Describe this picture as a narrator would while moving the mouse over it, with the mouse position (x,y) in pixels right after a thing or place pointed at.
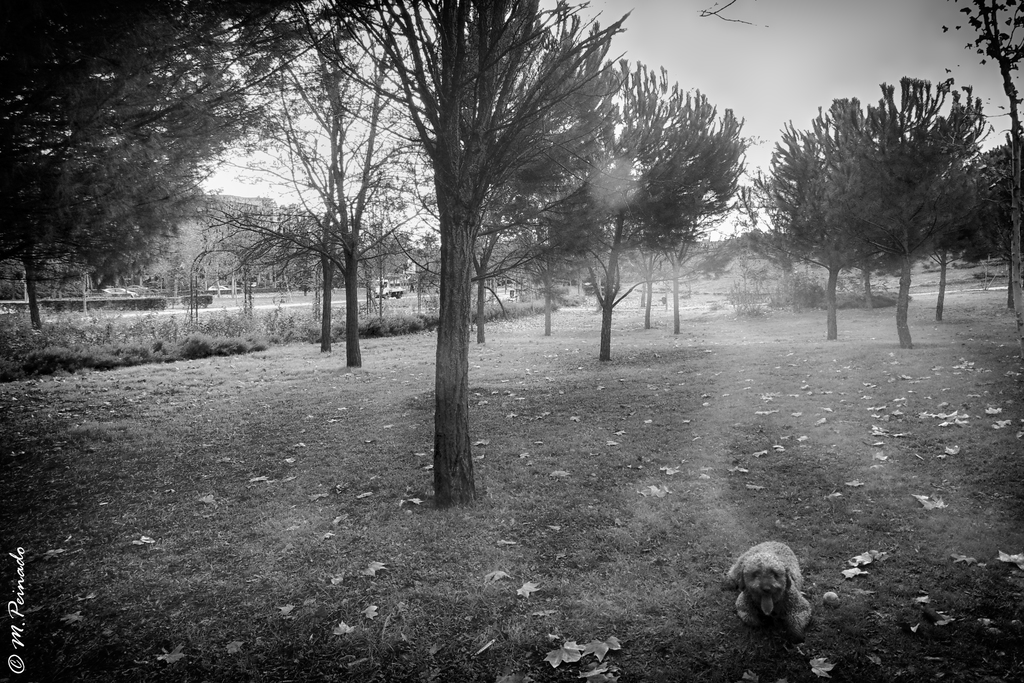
In the image we can see black and white picture of the dog (778,560), trees (478,188), grass (561,507) and dry leaves (616,644). On the bottom left (21,610) we can see the watermark (15,614) and the sky (763,39).
